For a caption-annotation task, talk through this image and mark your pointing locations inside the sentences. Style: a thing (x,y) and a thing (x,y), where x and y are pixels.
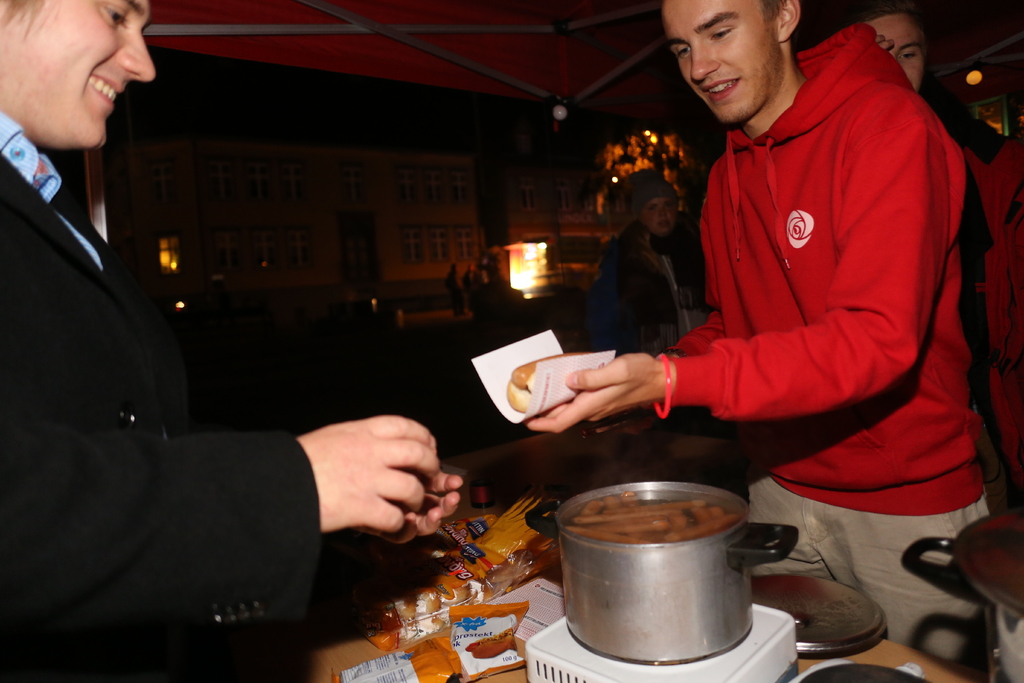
At the bottom (533,607) there is a table (354,663) on which bowls (721,603), packets (484,638), a device (561,656) and some other objects (413,599) are placed. On the right side (879,317) there is a man (885,374) standing, holding a hot dog (524,384) in the hand (571,376) and smiling. On the left side (135,74) there is another person (88,482) wearing a black color dress (99,478), smiling and looking at the hot dog (521,406). In the background (650,259), I can see some more people (658,232), few lights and some other objects (377,266) in the dark.
